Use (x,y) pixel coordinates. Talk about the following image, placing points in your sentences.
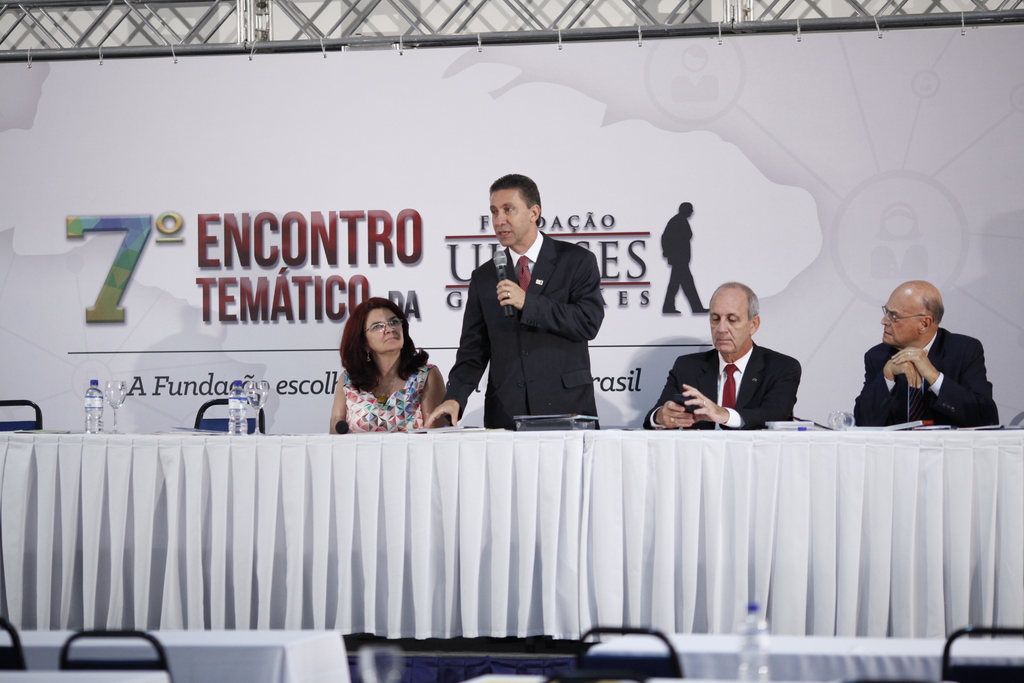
In the image we can see there are people (962,355) who are sitting on chair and there is a man (521,312) who is standing and holding mic (503,275) in his hand (521,299).
